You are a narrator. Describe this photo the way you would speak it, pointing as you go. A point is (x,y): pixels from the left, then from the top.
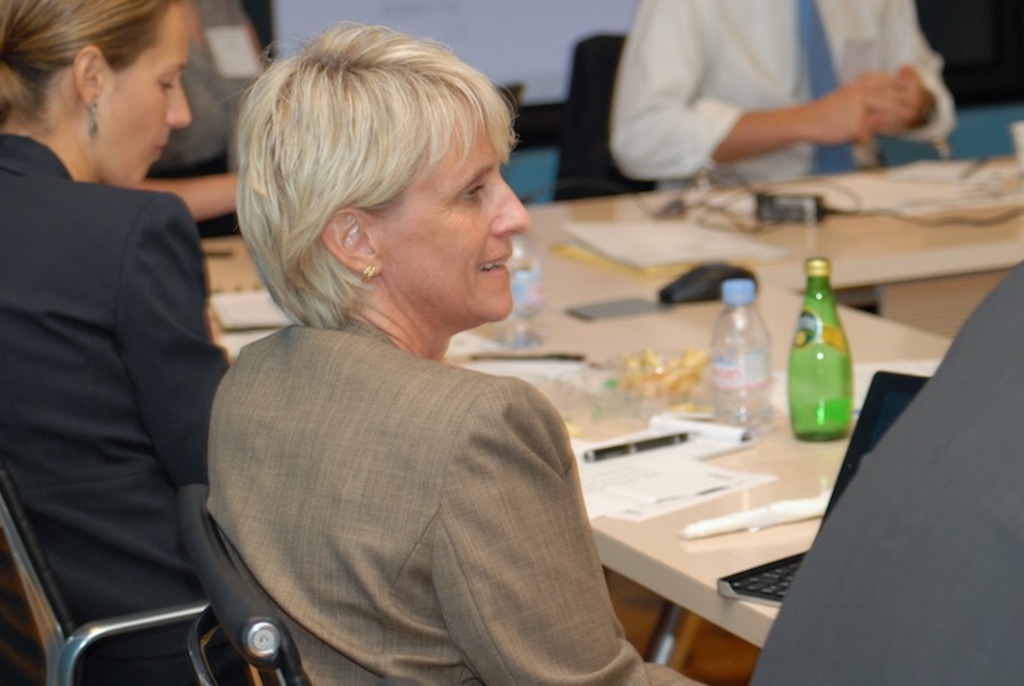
people (469,246) are sitting on the chairs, around the table (709,540). on the table (735,563) there are papers (655,459), pen (651,444), bottles (720,381).
